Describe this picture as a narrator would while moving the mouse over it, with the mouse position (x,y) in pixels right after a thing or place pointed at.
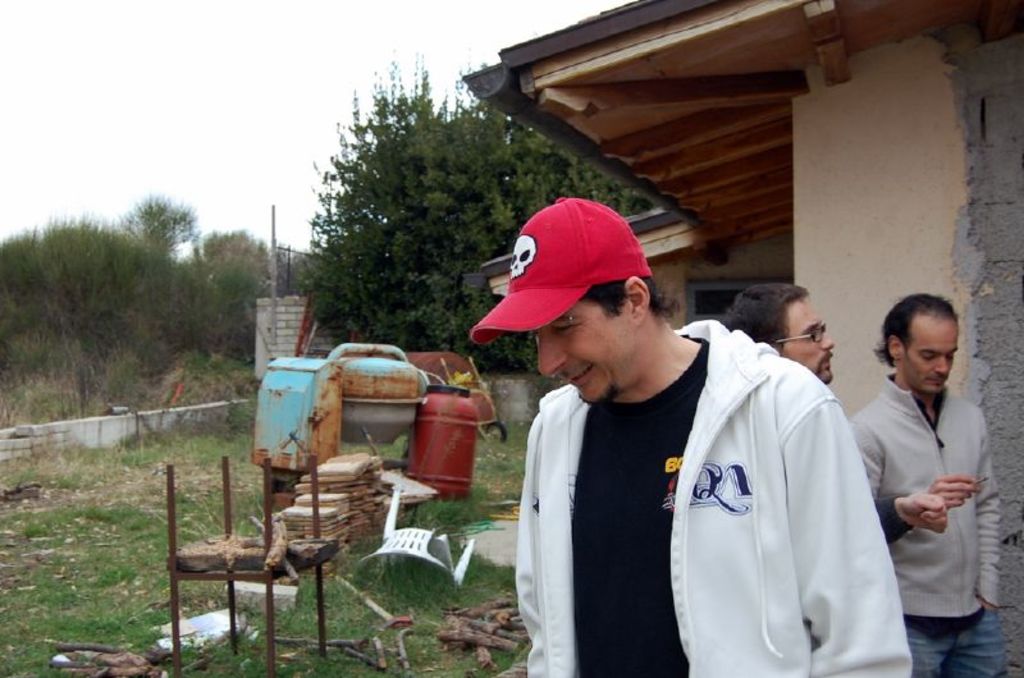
In this image we can see many objects (333,455) on the ground (90,556). There are few trees (432,184) and plants (112,288) in the image. There are few people (933,494) at the right side of the image (791,519). A person (690,345) is wearing a cap (555,282). There is a house (880,206) in the image. We can see the sky (205,155) in the image.
